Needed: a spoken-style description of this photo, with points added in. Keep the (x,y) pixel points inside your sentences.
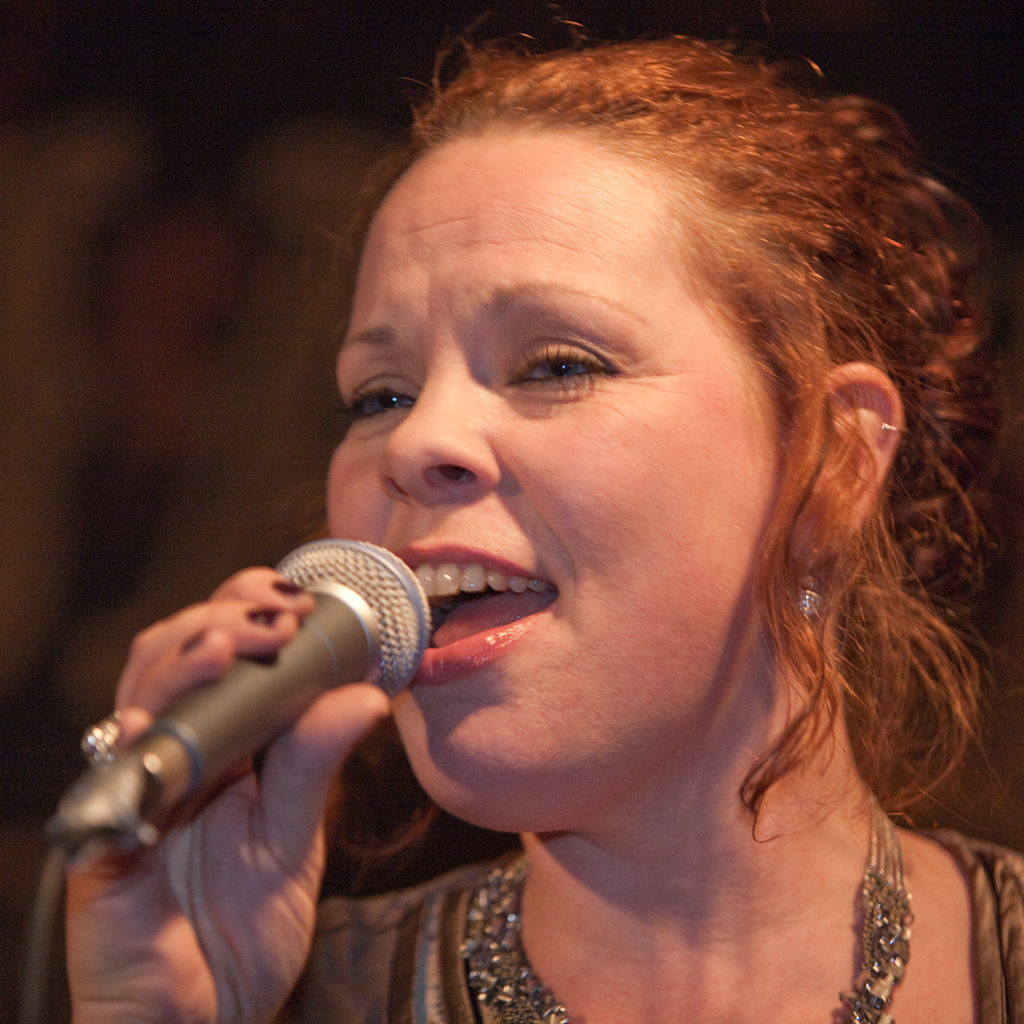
In the image there is a woman (667,327) singing on mic (254,714), she is wearing ear rings (807,606) and necklace (876,928), the background is black.
